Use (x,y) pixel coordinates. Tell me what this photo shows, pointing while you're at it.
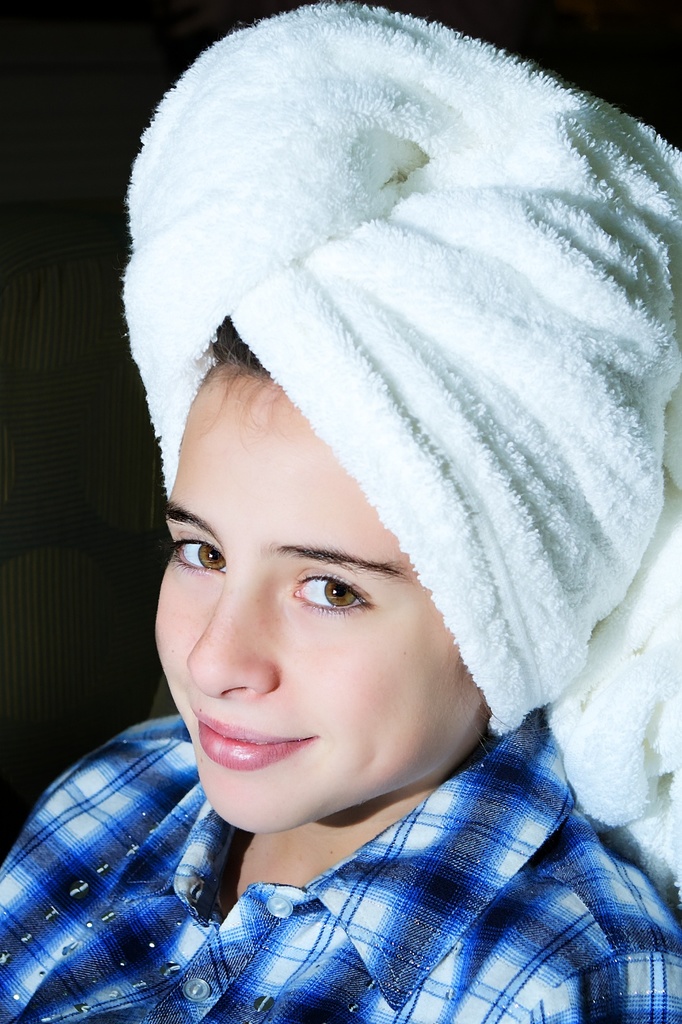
In the center of the image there is a lady (98,784). she is wearing a blue color shirt (333,879) and she wrapped white color towel (286,42) around her head (486,708).
